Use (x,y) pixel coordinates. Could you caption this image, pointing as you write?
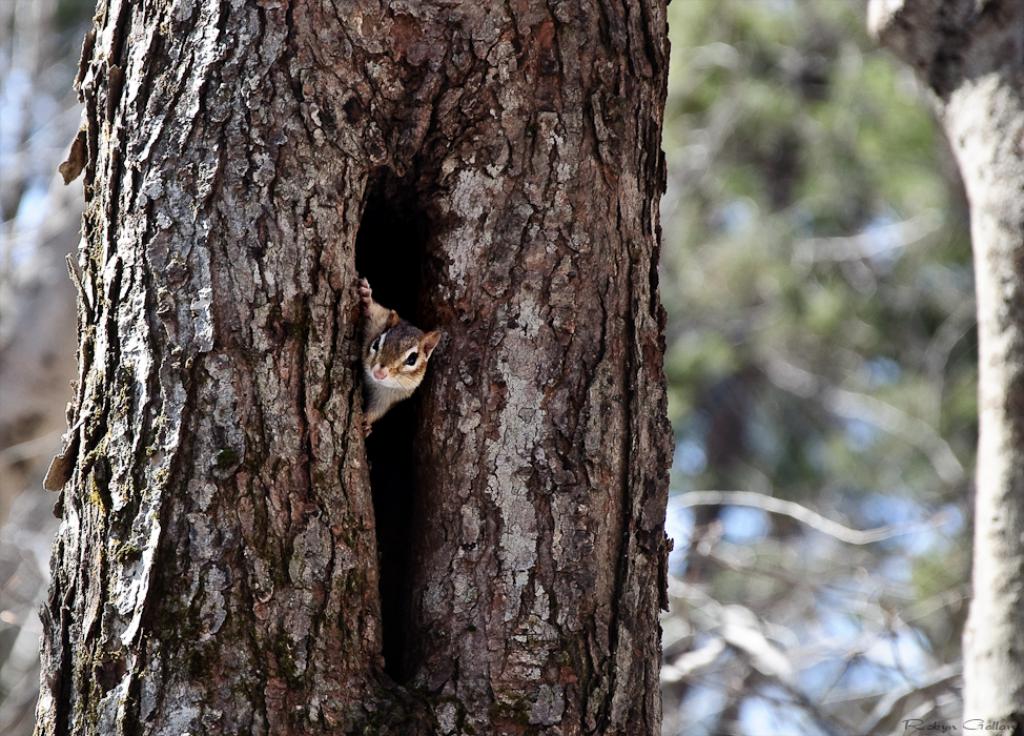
In this picture we can see a squirrel (399,344) in the tree trunk (414,401) and behind the tree trunk (235,256) there is the blurred background (773,489).
